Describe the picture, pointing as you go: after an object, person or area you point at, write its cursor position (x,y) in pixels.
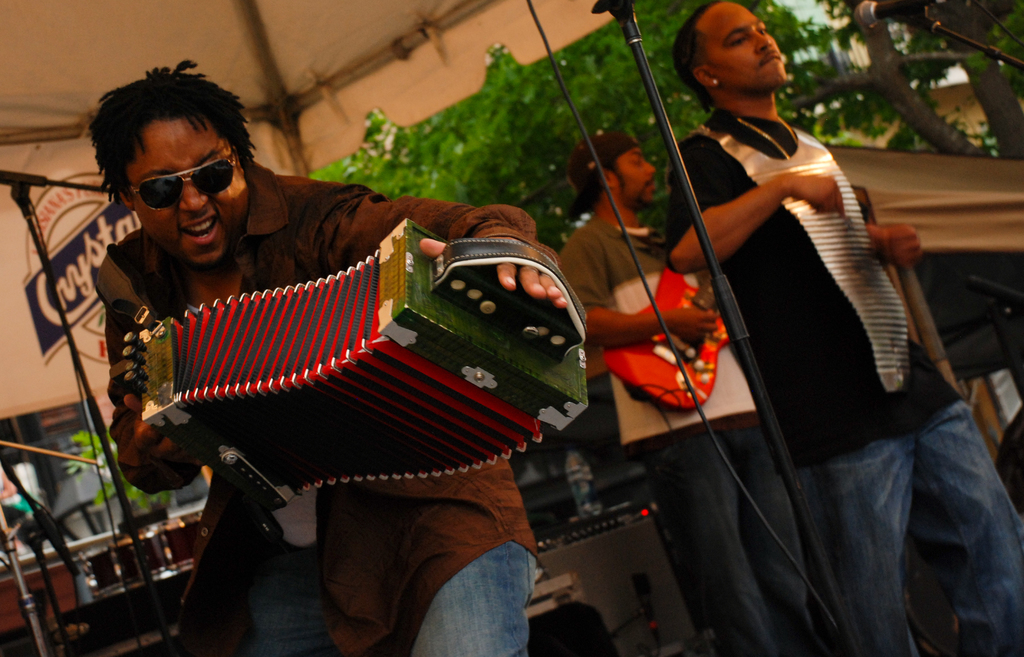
In this image, on the left side (313,184), we can see a man (317,188) wearing a brown color shirt (301,244) is playing a musical instrument (375,335). On the right side (709,415), we can see a microphone (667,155) and two persons (784,280) are playing a musical instrument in front of a microphone (652,101). In the background (948,121), we can see some trees (447,133), musical instrument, tents (213,34).
